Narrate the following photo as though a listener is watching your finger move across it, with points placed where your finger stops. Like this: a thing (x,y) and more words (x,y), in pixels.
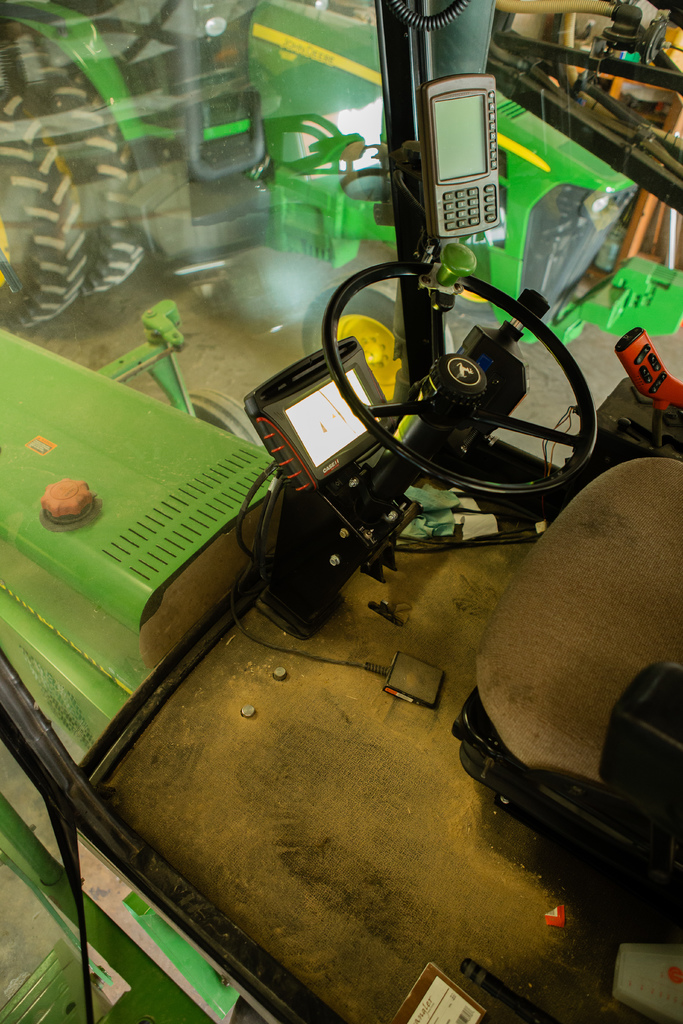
In this image we can see an inside view of a vehicle (552,671). In the center of the image (443,406) we can see a steering wheel (559,437), display (357,441), some cables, chair (528,590) placed on the floor (132,761). In the background (97,133), we can see a vehicle (101,126) parked on the ground (163,272) and some wood pieces (638,226).
